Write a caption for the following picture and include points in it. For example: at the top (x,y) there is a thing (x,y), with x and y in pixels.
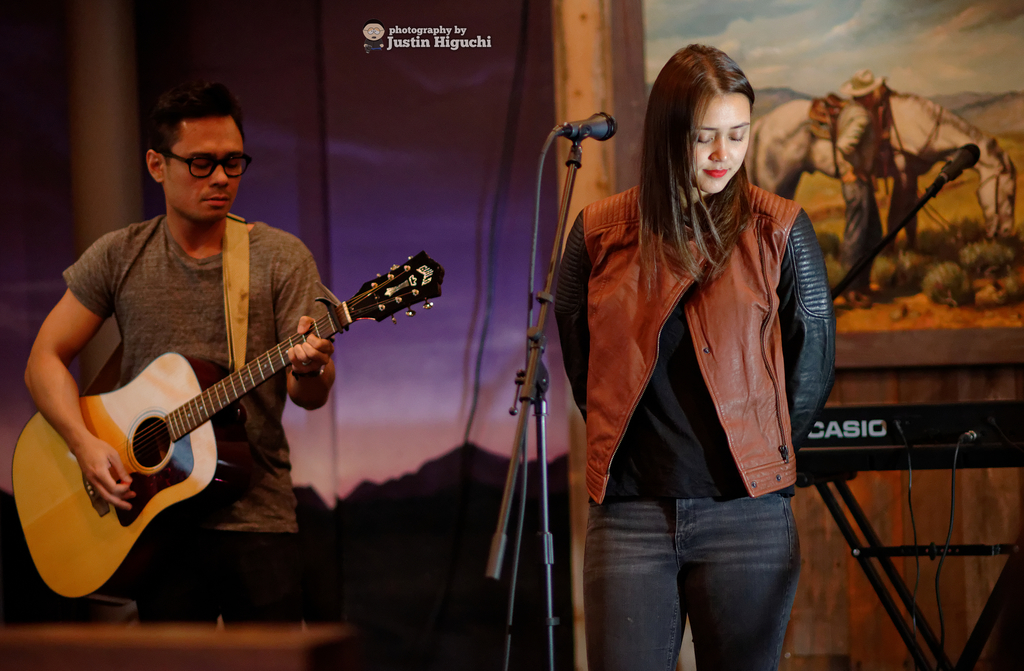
These two persons (291,275) are standing and this person (262,415) playing guitar (242,408), in front of this person (692,474) we can see microphone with stand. On the background (587,84) we can see wall (907,379), frame (865,162), musical instrument (889,437), microphone (962,163).
